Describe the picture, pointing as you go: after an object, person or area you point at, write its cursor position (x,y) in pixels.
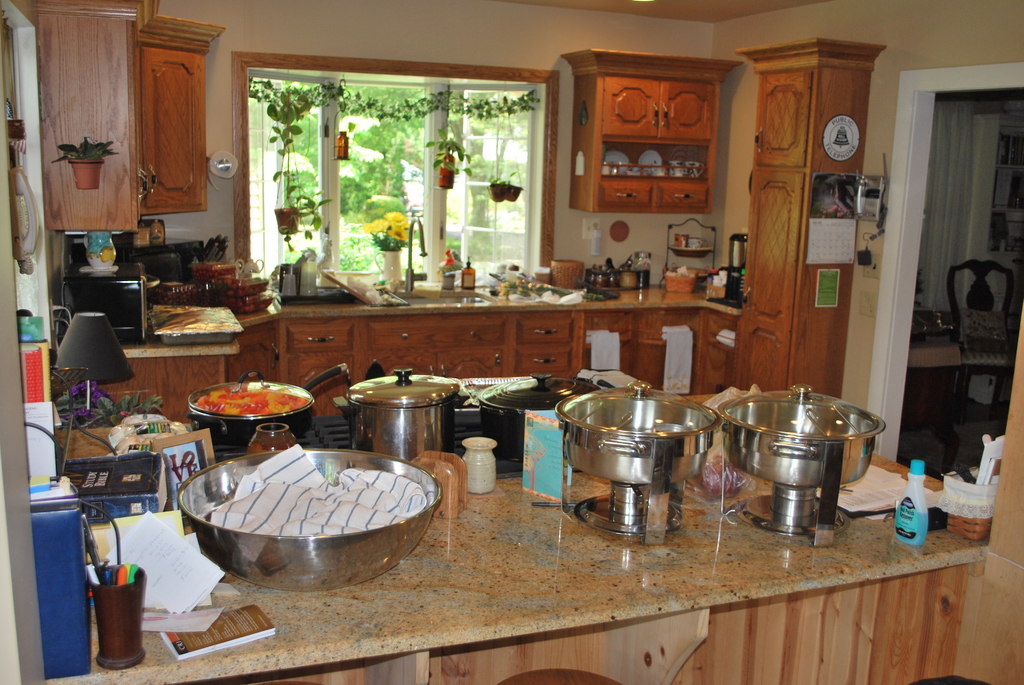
In this image we can see a pen stand (135,601), books (255,608), papers (201,582), utensils (292,529), stove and a few more things (236,521) kept here. Also, we can see table lamp (115,348), microwave (141,340), trays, sink (457,295), coffee maker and a few more things (424,284) kept here. Here we can see wooden drawers (647,326), flower pots (78,155), wooden cupboards (92,192) and glass windows (262,185) through which we can see trees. In the background (964,194), we can see another room (937,408) in which we can see a table (914,374) and chairs (980,300).
